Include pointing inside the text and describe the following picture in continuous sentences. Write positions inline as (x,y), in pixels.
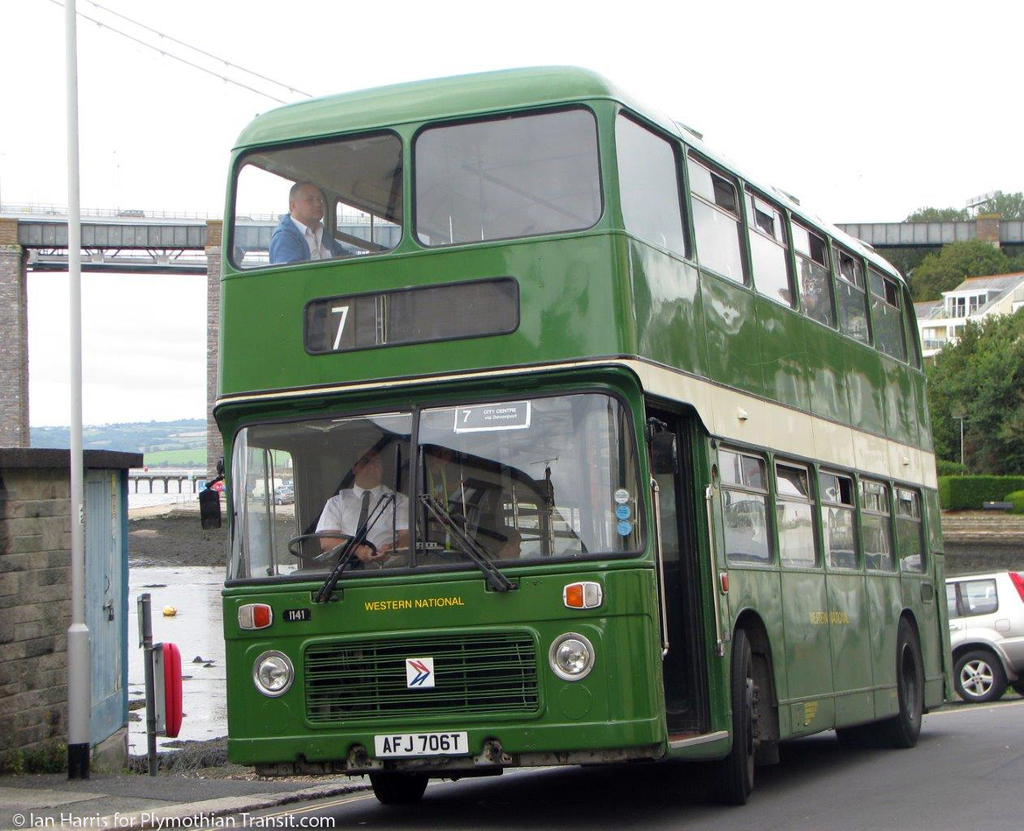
In the middle of this image (399,530), there is a bus (859,539) on a road (553,786). On the bottom left (34,824), there is a watermark (48,821). In the background (1009,595), there are buildings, trees (951,287), bridges (967,228), another vehicle (1009,610), plants (985,481), water (200,628), cables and the sky (700,62).
